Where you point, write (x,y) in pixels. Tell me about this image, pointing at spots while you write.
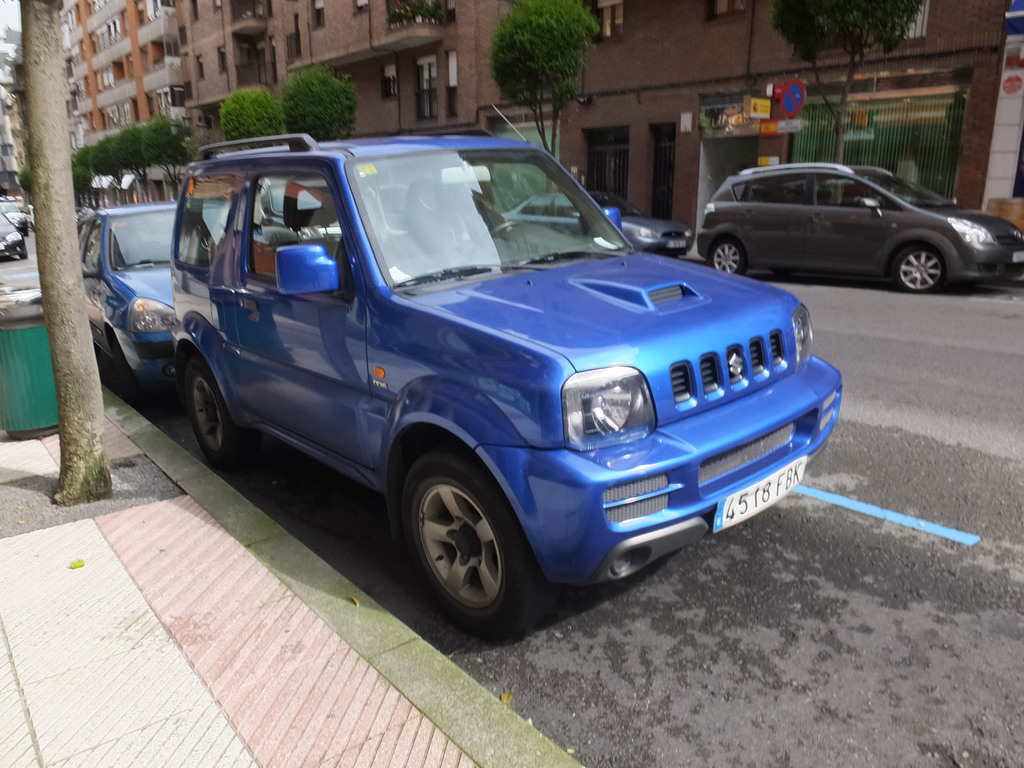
In the image in the center (514,451), we can see a few vehicles (738,331) on the road (767,279). In the background (766,66), we can see buildings (894,88), trees (32,61), banners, one dustbin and a few other objects (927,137).
